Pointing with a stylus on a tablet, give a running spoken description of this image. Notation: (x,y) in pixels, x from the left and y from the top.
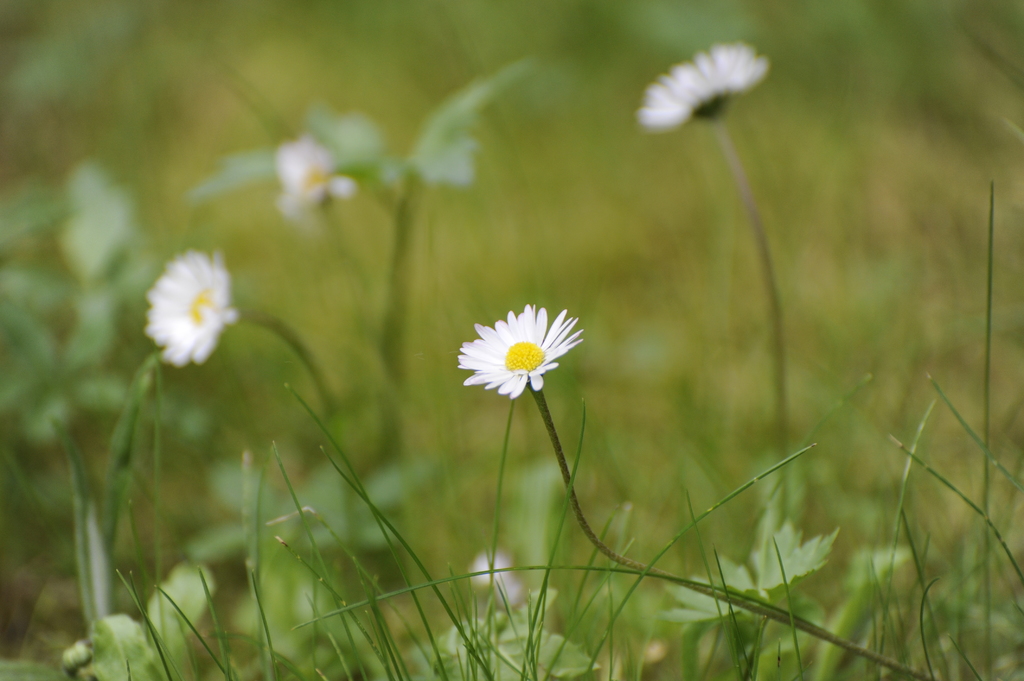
In the image there are white color flower plants (196,314) on the grass field (674,412).
